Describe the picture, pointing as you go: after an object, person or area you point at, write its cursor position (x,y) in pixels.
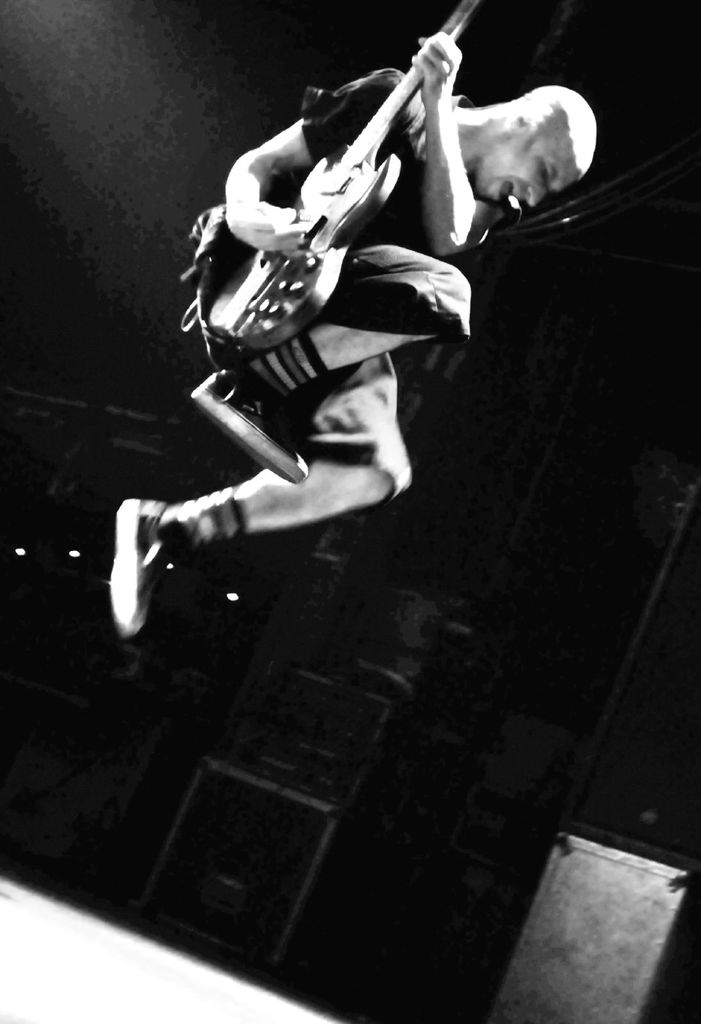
In the center of the picture (269,449) we can see a person (283,435) jumping in the air, he is playing a guitar (309,246). In the background (471,523) it is dark.
